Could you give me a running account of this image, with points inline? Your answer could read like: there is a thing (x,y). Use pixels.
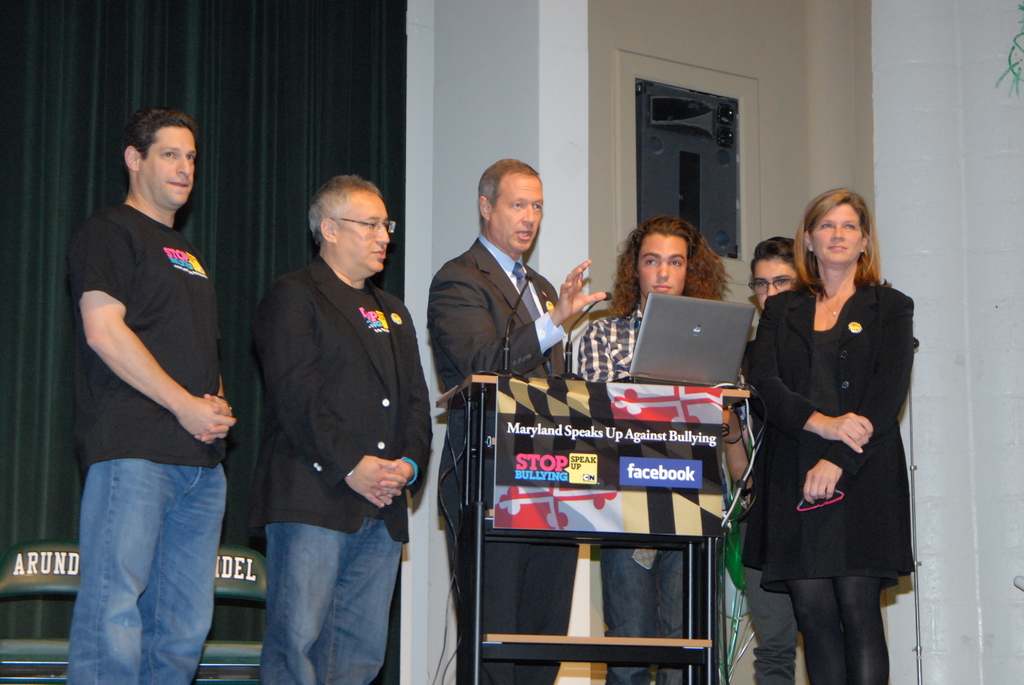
In this image there are a few people (418,391) standing on the stage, one of the person (520,362) is speaking on the dais (518,410), in front of the mic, on the dais (660,412) there is a laptop (641,376), behind them there are empty chairs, behind the chairs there are curtains (291,215) and there is a wall (818,119).
